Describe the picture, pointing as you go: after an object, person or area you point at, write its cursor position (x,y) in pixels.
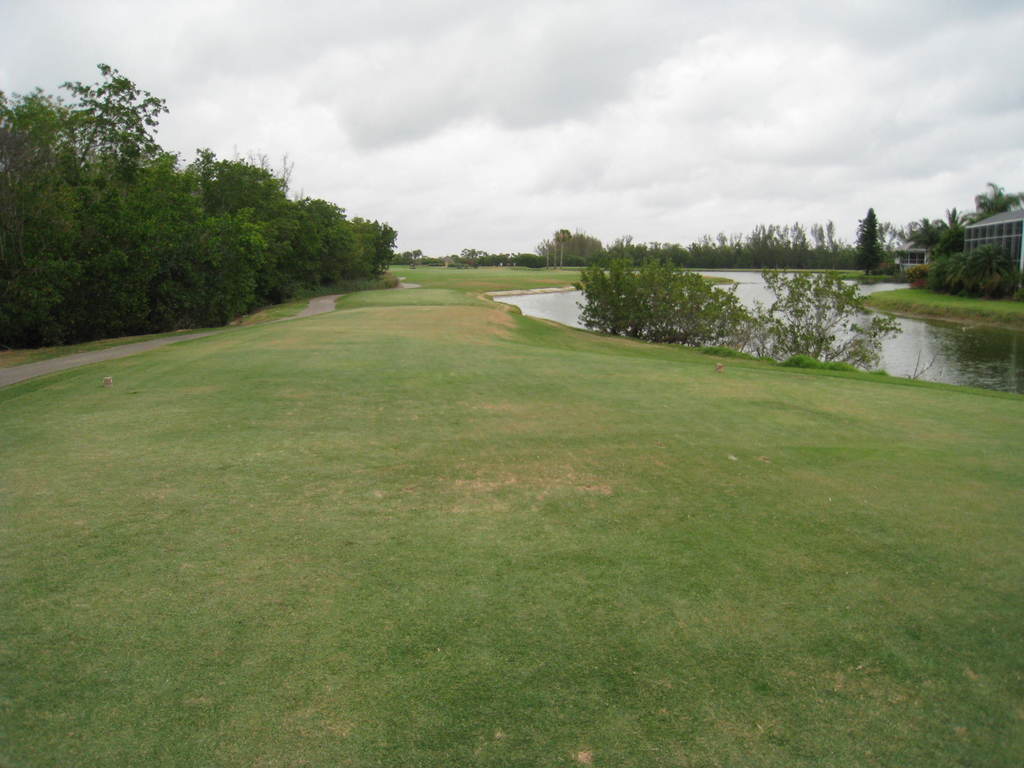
In this image I can see plants (710,347), the grass (728,349), the water (750,278) and trees (219,266). Here I can see a building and the sky (425,152).
